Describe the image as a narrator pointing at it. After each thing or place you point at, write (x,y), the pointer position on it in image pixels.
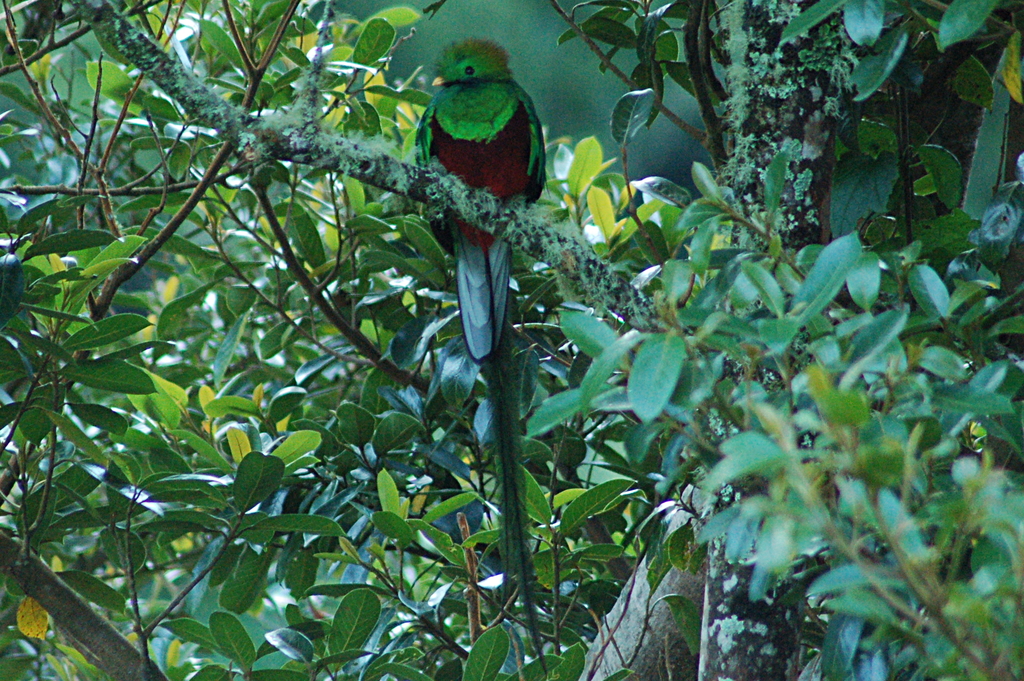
In this picture I can see trees (429,622) and a quetzal bird (481,149) on the tree branch (618,291).
